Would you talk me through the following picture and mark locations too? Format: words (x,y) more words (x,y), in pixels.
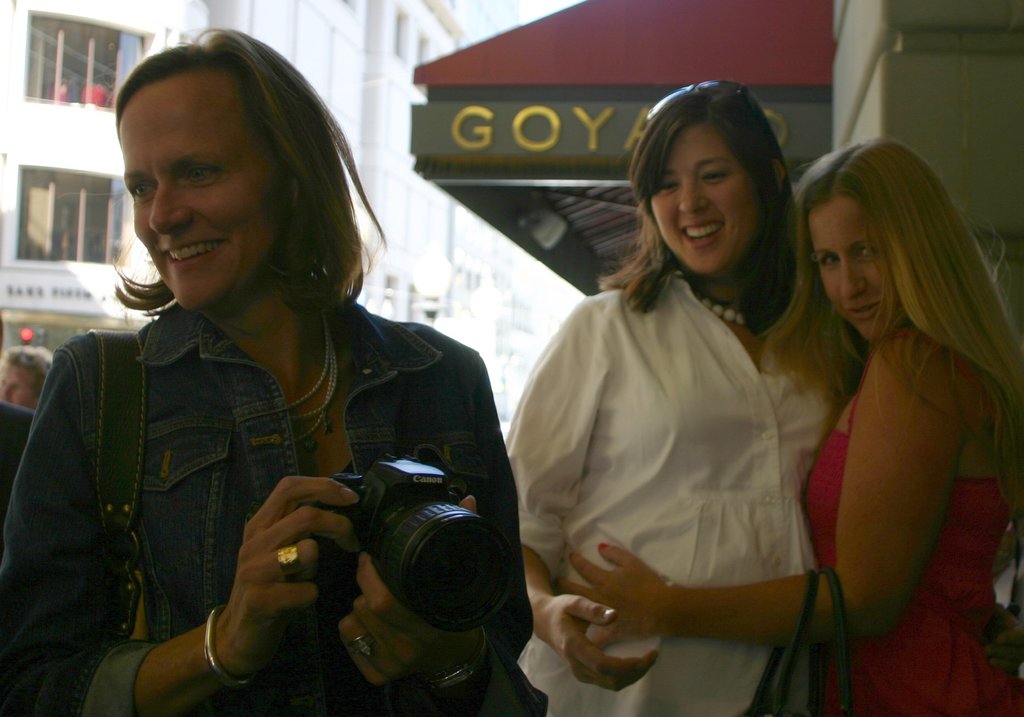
In the foreground of this image (286,479), on the left (286,451), there is a woman (206,278) standing and holding a camera (437,527). On the right (854,450), there are two women (891,437) standing where a woman (902,622) is holding a bag (814,590). At the top (705,72), there is a roof (717,35). In the background (370,61), there are buildings (56,212) and a head (48,368) of a person (4,403).
